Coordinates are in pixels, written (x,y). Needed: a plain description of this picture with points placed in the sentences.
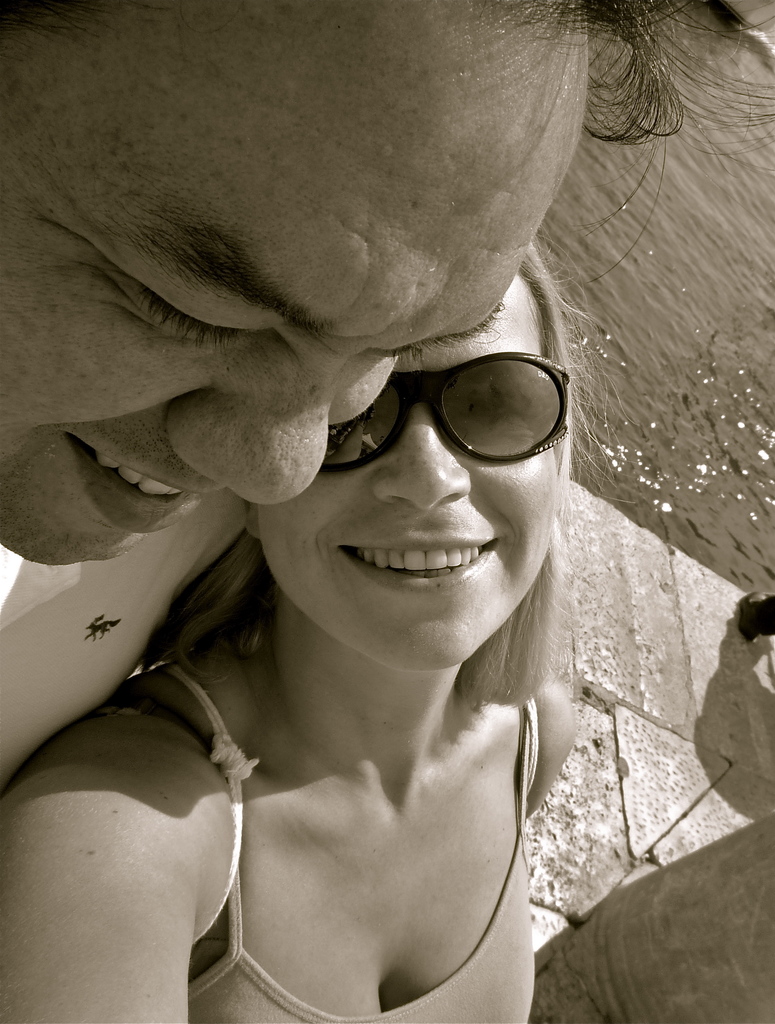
This is a black and white image, in this image there is one man (200,543) and one woman (296,552) and the woman (391,481) is wearing goggles (454,385). And at the bottom (638,736) there is walkway (646,750), and in the background (682,404) there is a river (634,377).
